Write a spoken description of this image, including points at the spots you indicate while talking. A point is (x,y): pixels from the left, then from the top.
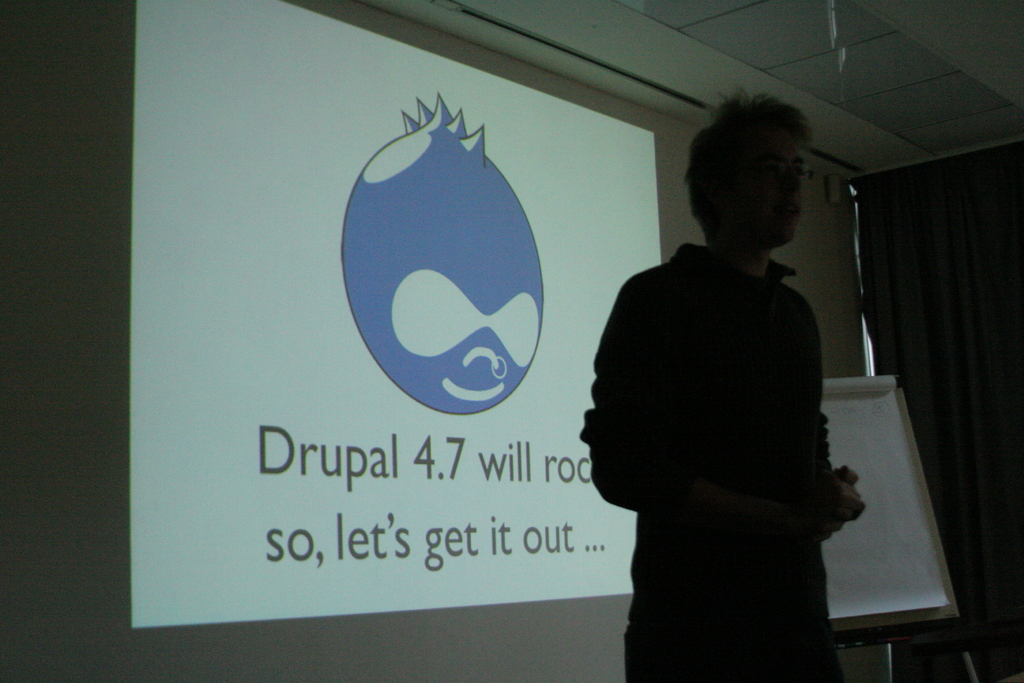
In the image there is a man (684,400) standing and behind him there is some presentation (489,482) on the background of the man (755,414) and behind him on the right side (881,550) there is a board (917,447), there are few papers (897,518) attached to that board (871,453), behind the board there is a curtain (976,426).
